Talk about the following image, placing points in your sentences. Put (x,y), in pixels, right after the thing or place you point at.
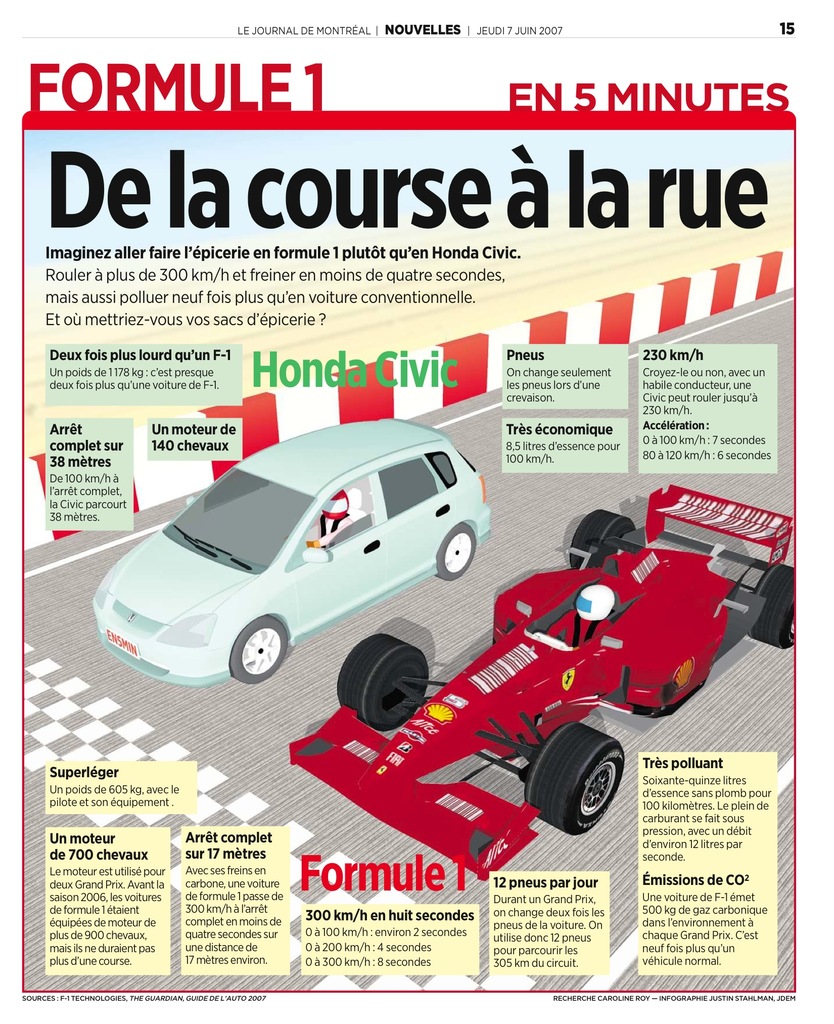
This image is an inside page of a paper (489,608) as we can see there are two cars (510,589) in the middle of this image (348,615) and there is some text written on the top of this image (310,226) and in the bottom of this image (706,930) as well.
